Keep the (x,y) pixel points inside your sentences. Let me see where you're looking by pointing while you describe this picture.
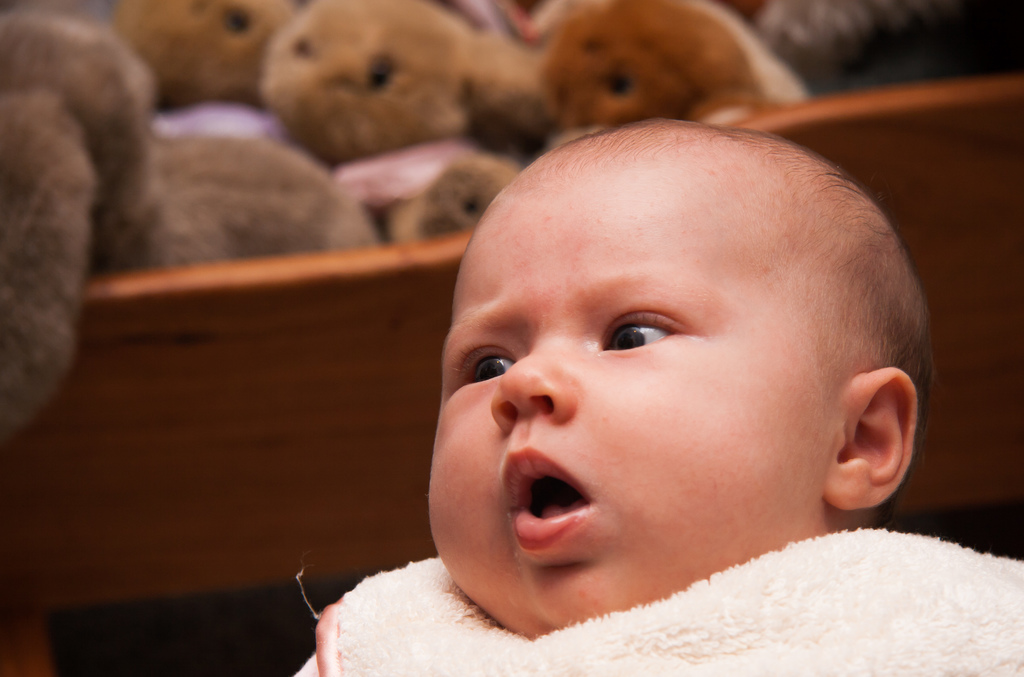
In this image in the foreground (681,386) there is one baby (588,396) and in the background (488,190) it looks like a bed (848,160), on the bed (132,474) there are some toys (370,70).
